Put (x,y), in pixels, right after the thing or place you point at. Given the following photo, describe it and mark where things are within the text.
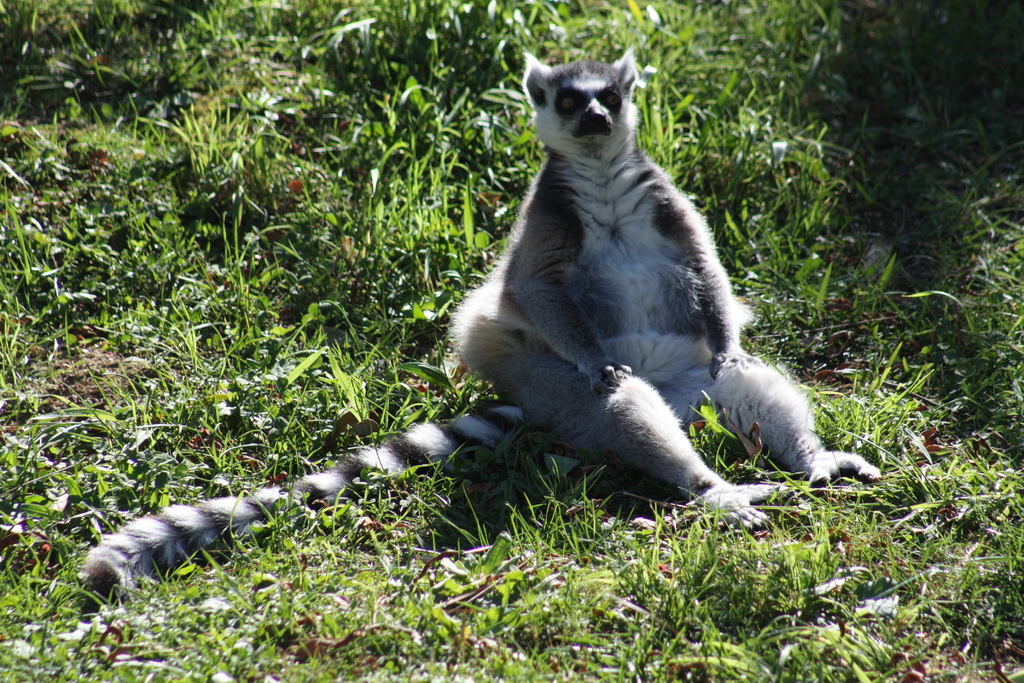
This image is taken outdoors. At the bottom of the image (344,617) there is a ground (804,576) with grass (841,254) on it. In the middle of the image (555,358) there is a Madagascar cat (635,458) on the ground (224,568). It is with a big tail (472,422).
